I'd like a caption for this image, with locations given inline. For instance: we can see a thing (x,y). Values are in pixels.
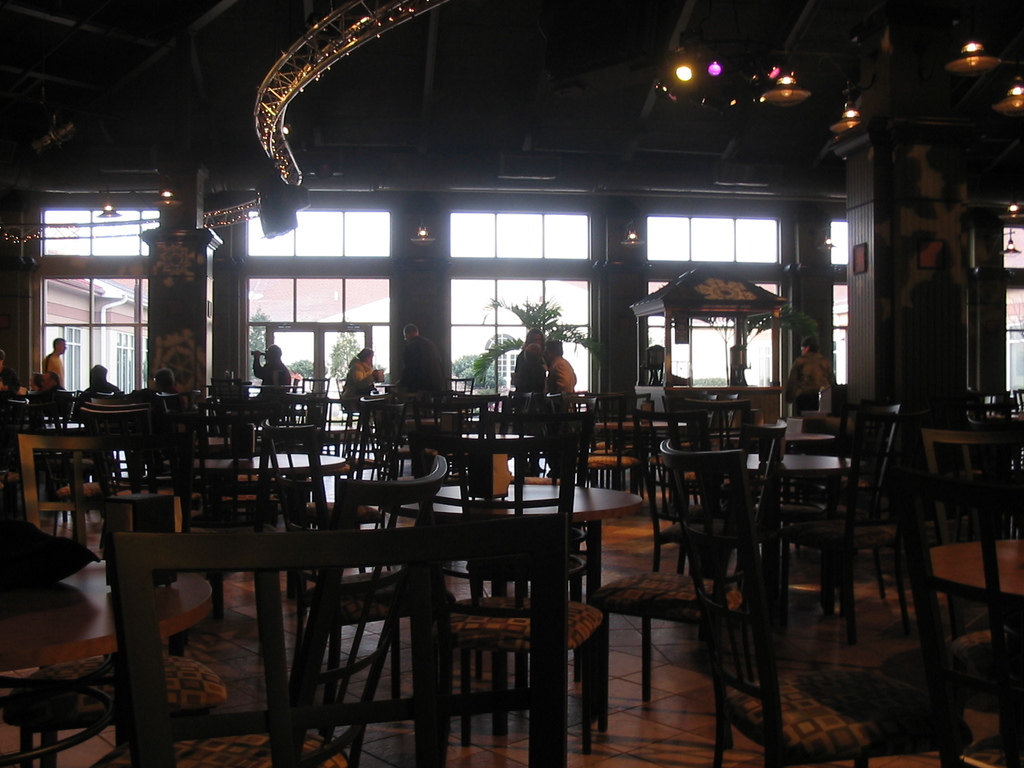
In this images we can see chairs (352,599) at the tables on the floor (222,638). In the background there are few persons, plants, glass doors (146,376), lights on the ceiling (356,124), decorative items (280,79). Through the glass doors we can see trees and buildings (54,283) and sky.
